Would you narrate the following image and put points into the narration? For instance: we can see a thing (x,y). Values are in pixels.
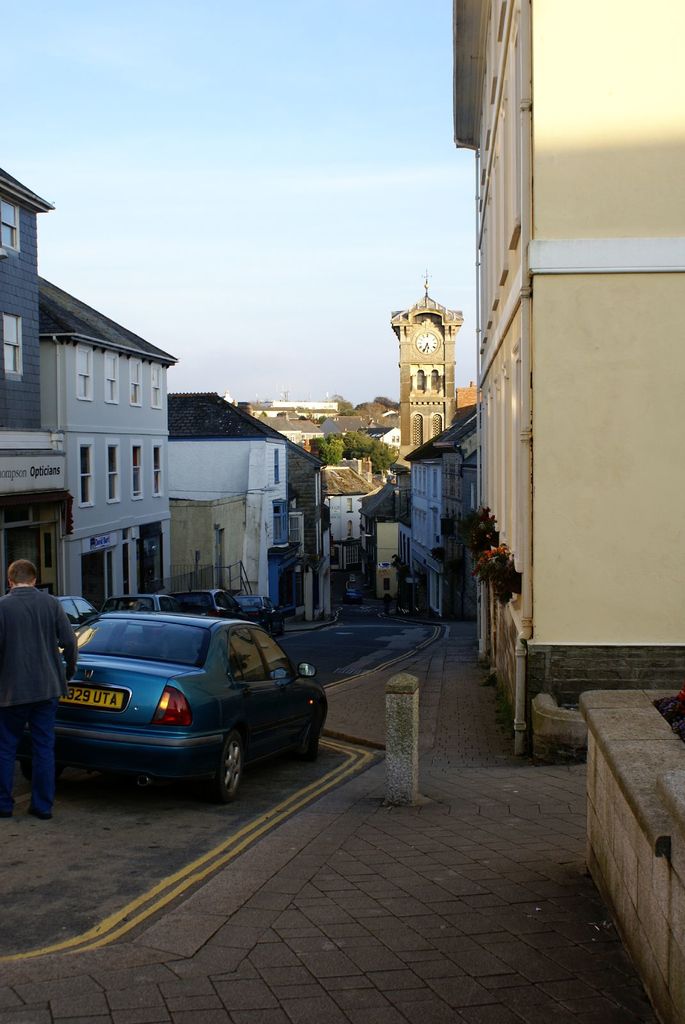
In this image we can see many buildings (331,494). There are few vehicles (162,741) on the road (197,818). There is a person (58,664) at the left side of the image (20,664). There are few flowers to the plants (489,565). There are few trees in the image. We can see the sky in the image.
